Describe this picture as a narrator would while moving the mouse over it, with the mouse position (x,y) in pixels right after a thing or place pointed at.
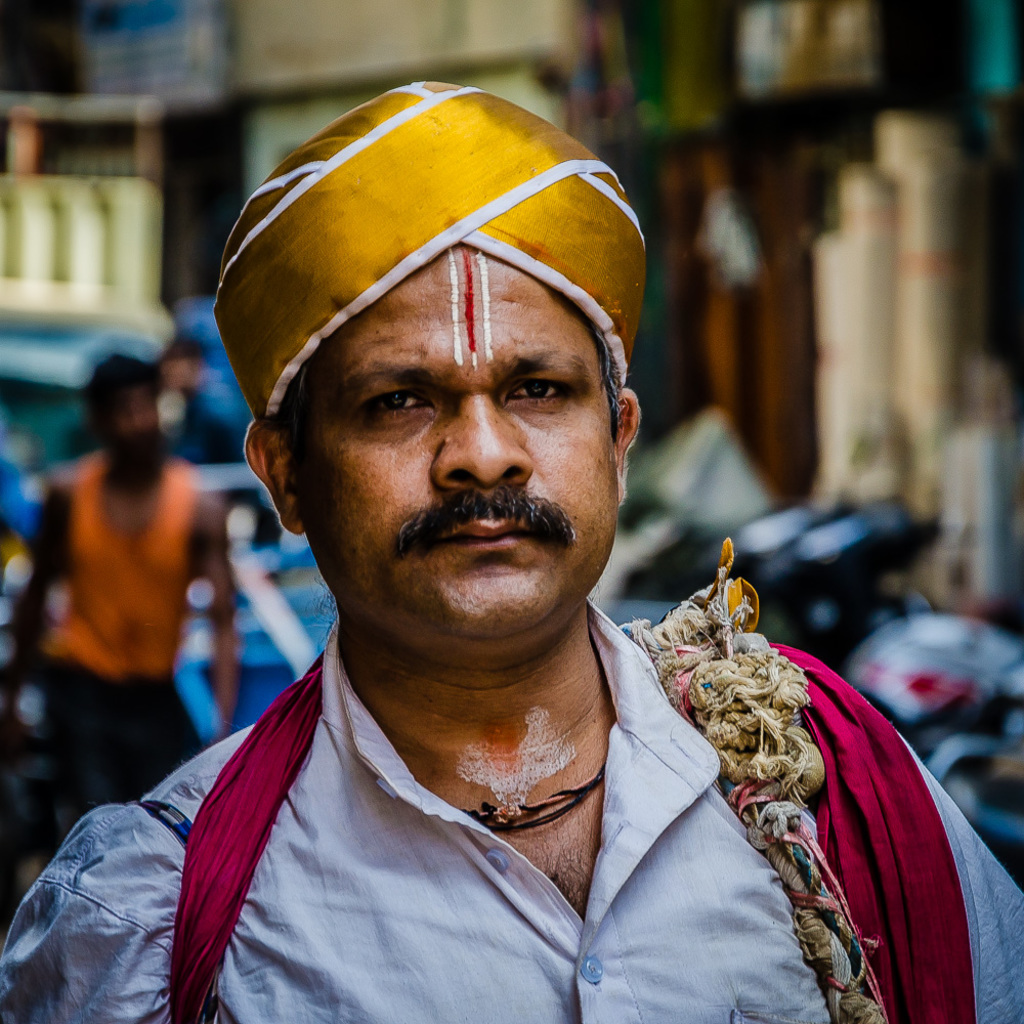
There is a man (508,832). In the background (162,385) it is blurry and we can see a person (81,698).
